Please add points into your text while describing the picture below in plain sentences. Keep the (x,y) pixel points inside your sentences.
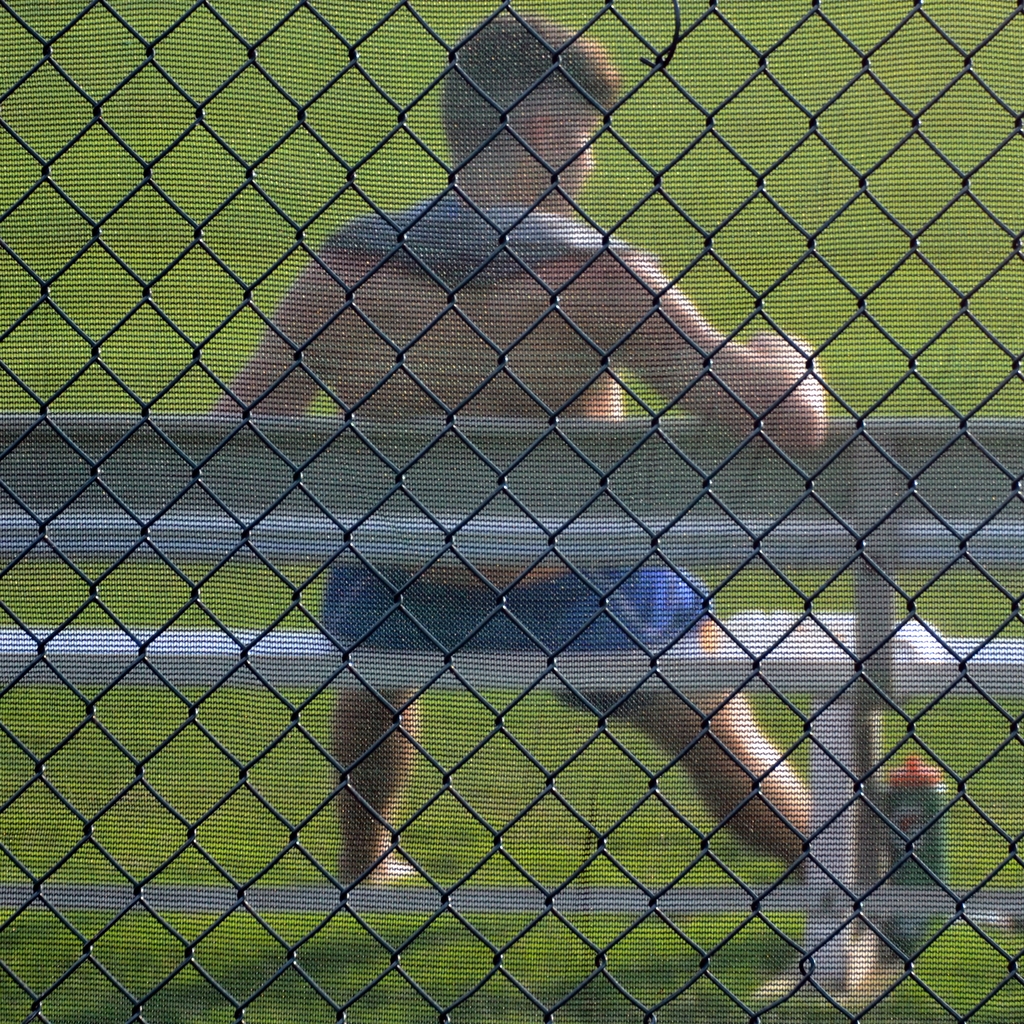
In this image, there is a fence (931,876), at the background (164,532) there is a man (358,365) sitting on a bench (543,519), there is green color grass (291,824) on the ground (241,811).
